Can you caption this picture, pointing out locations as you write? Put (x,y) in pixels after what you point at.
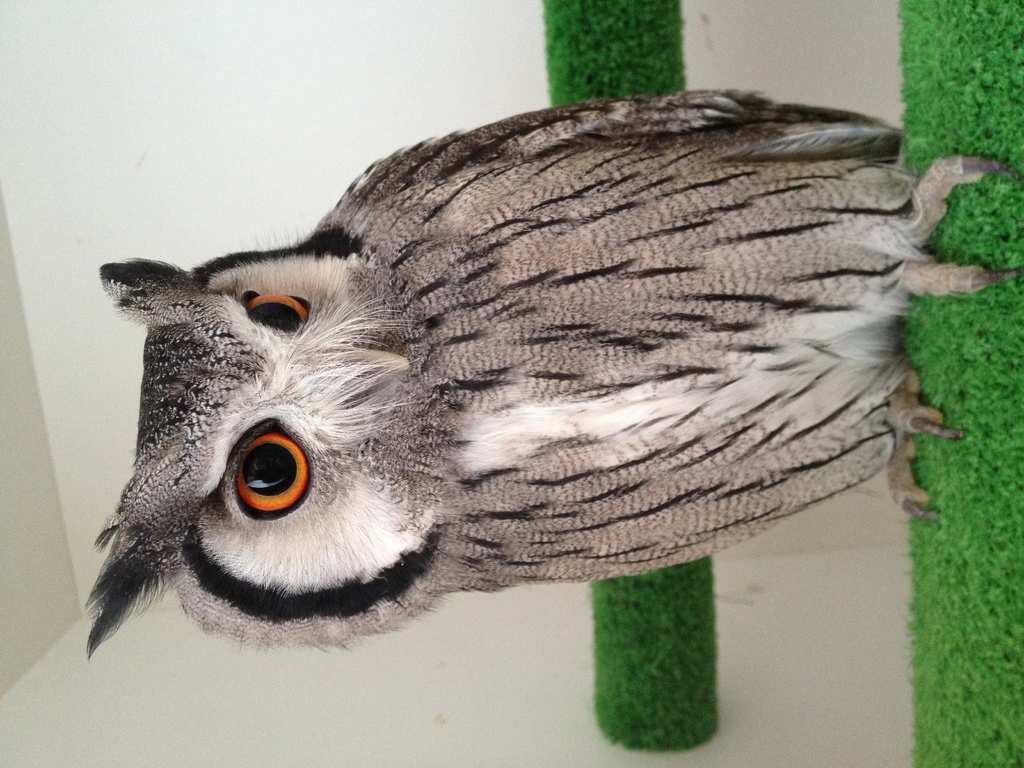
In this picture we can see an owl (606,343) on the object (929,376) and behind the owl (509,377) there is an artificial grass (634,667) and a wall (359,684).
